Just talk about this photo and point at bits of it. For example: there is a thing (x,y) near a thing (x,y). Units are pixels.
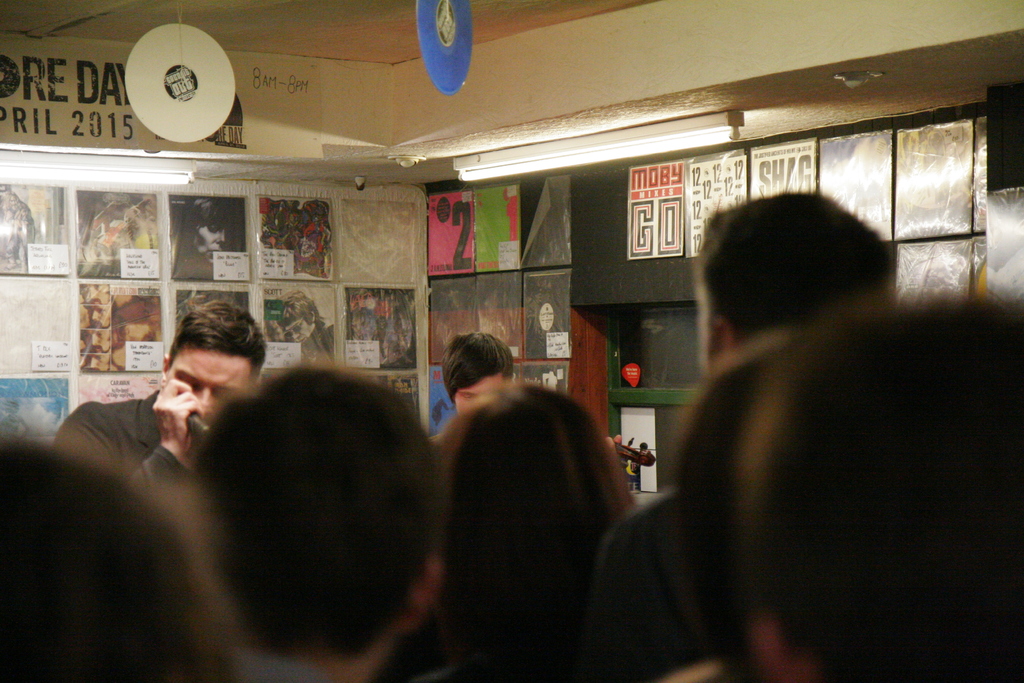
In this picture we can see many peoples (525,655) were standing. On the left (196,368) there is a man (184,382) who is wearing black t-shirt (156,446) and holding a mic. In the background (915,268) we can see the posters (677,218), photo frames (544,216) and other objects (636,383) on the wall (579,193). At the top (440,63) we can see some records (165,73) were hanging from the roof (402,24). On the right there is a tube light (737,137).
